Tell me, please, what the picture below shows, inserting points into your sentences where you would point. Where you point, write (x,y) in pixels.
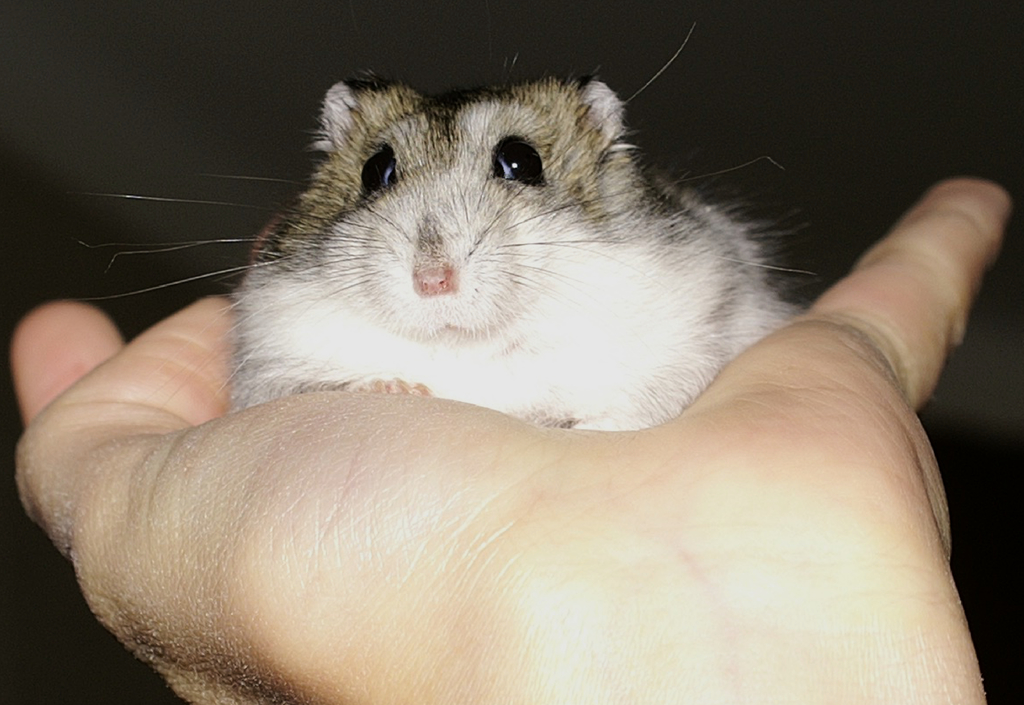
In this image we can see a person (483,512) holding hamster (507,259) in the hand (542,528).
